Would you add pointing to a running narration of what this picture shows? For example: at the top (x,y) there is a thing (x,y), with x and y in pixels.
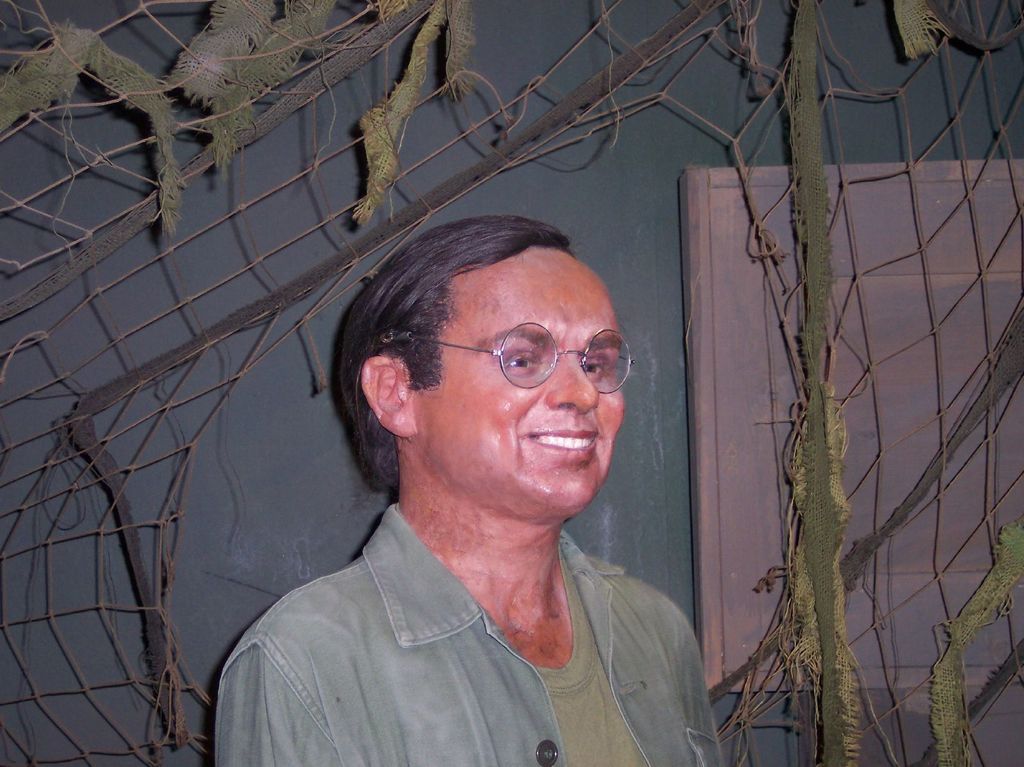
In this image, we can see depiction of a person (497,479) wearing clothes (595,695) and spectacles (516,376). There is a net (643,66) in front of the wall (595,145). There is a window door (733,355) on the right side of the image (735,422).
